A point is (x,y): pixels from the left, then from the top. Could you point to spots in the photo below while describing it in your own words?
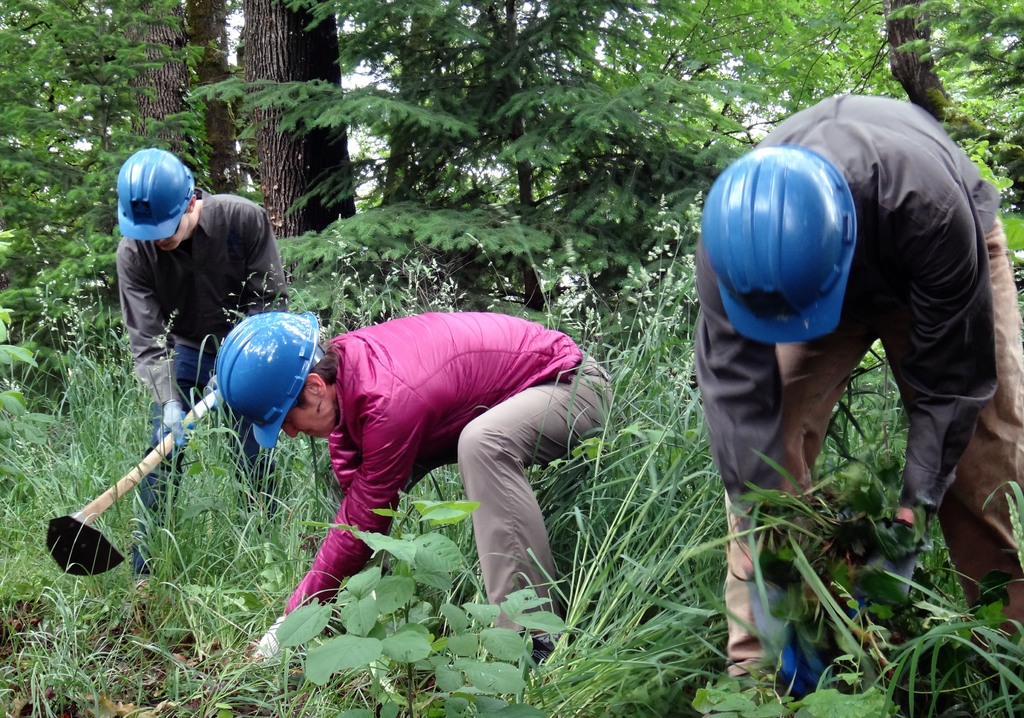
In this picture we can see three persons (140,289) with helmets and a person (157,439) among them holding a shovel (63,532). Behind the three persons (184,294), there are trees (418,135) and grass (553,490).
